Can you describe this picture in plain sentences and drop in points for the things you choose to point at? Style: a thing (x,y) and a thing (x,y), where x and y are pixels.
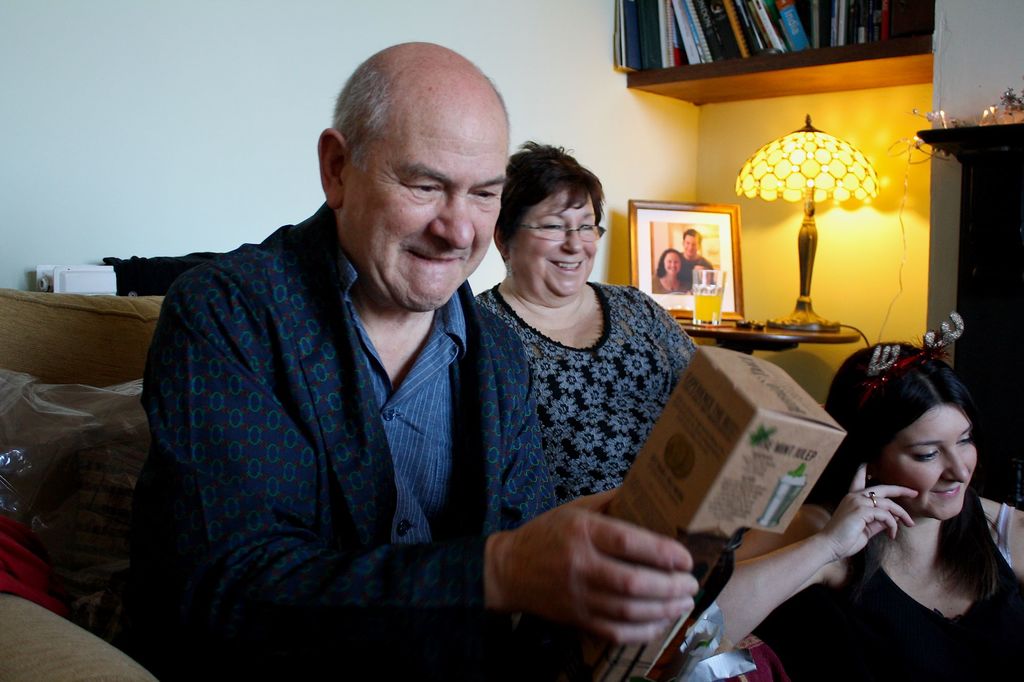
In this picture we can see a few persons (494,514) sitting and we can see some objects (101,283) on left corner (112,258) and we can see some objects (806,318) on the table (788,323) like light (781,323), glass (709,278) and photo (697,266) and we can see some books (773,34) on a shelf (828,49) and we can see the wall (191,60).
